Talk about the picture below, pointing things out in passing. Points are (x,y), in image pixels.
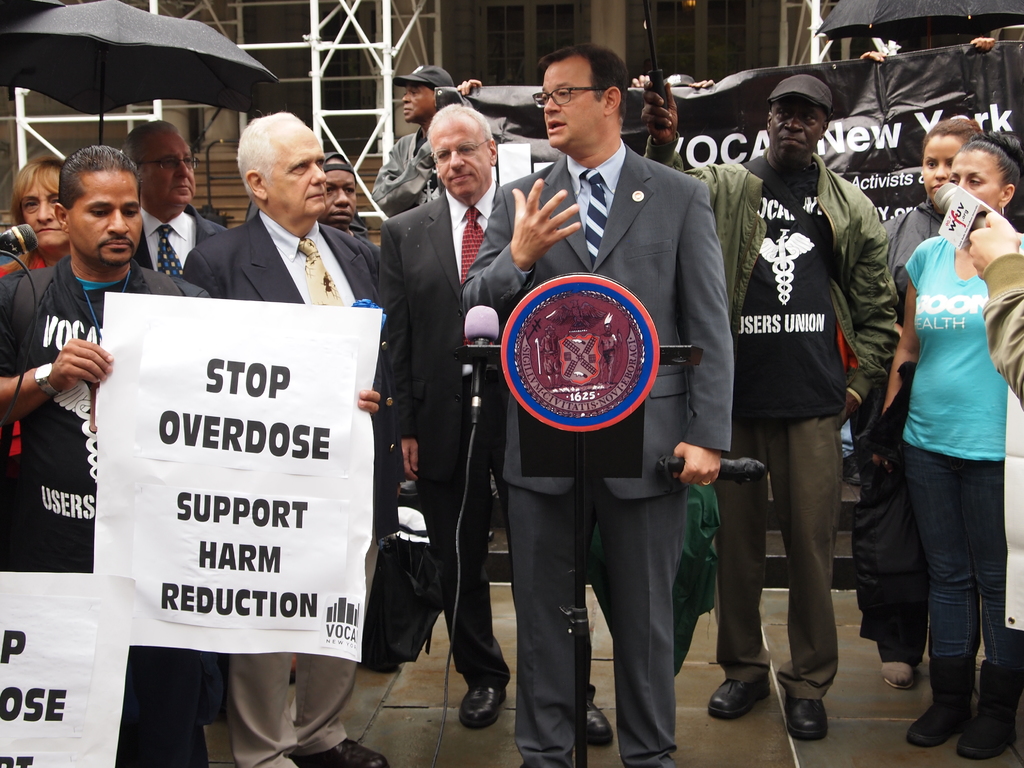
In this image there are people (30,332) holding the posters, banners (909,66). In front of them there is a podium (516,387). There is a mike (478,396). In the background of the image (429,49) there is a building (622,28). At the bottom of the image (806,760) there is a floor (743,752).
